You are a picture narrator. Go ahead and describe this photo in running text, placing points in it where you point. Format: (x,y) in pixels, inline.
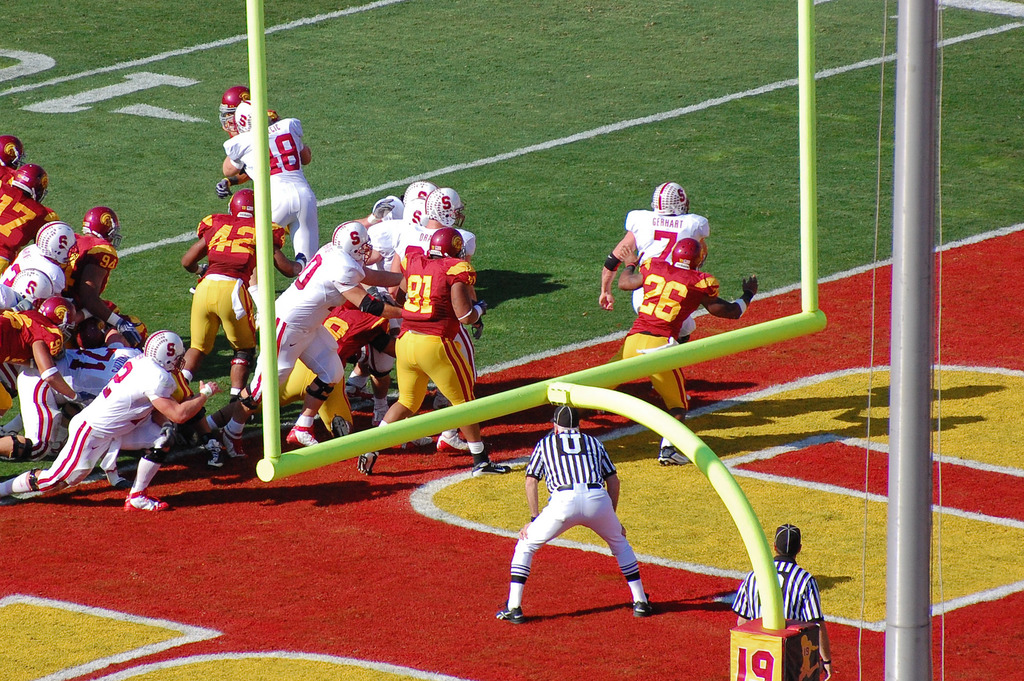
In this image we can see a group of people (443,370) wearing the helmets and playing in the playground (530,448), there we can also the referees (747,600), poles (650,420) and some signs (761,519) on the ground (615,462).
